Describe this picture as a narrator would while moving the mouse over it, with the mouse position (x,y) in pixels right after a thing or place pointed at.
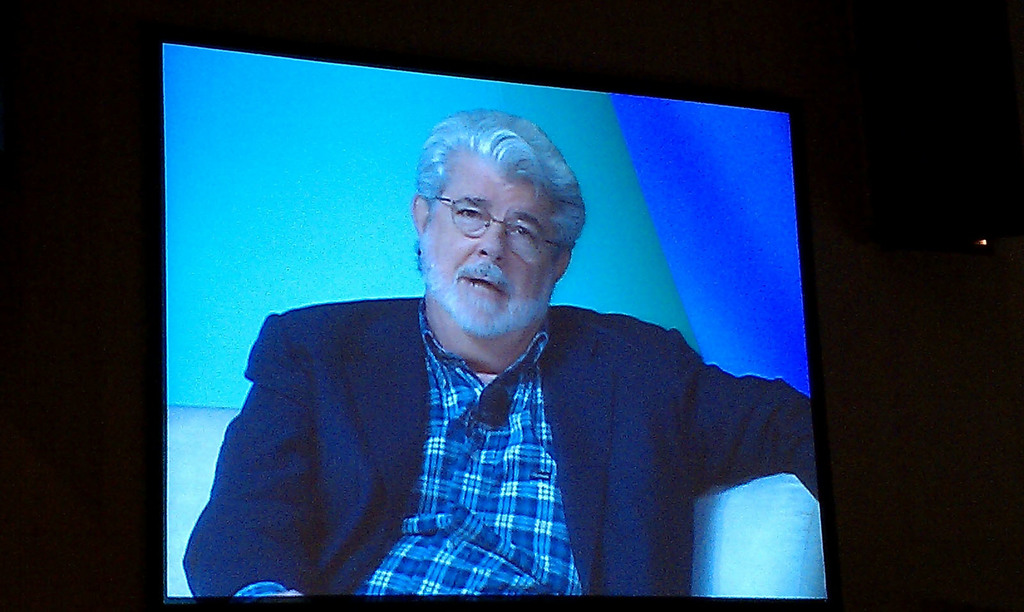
In this image we can see a screen (450,418) and in the screen (431,342) we can see a man (444,349) is sitting on a couch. In the background (54,404) the image is dark.
